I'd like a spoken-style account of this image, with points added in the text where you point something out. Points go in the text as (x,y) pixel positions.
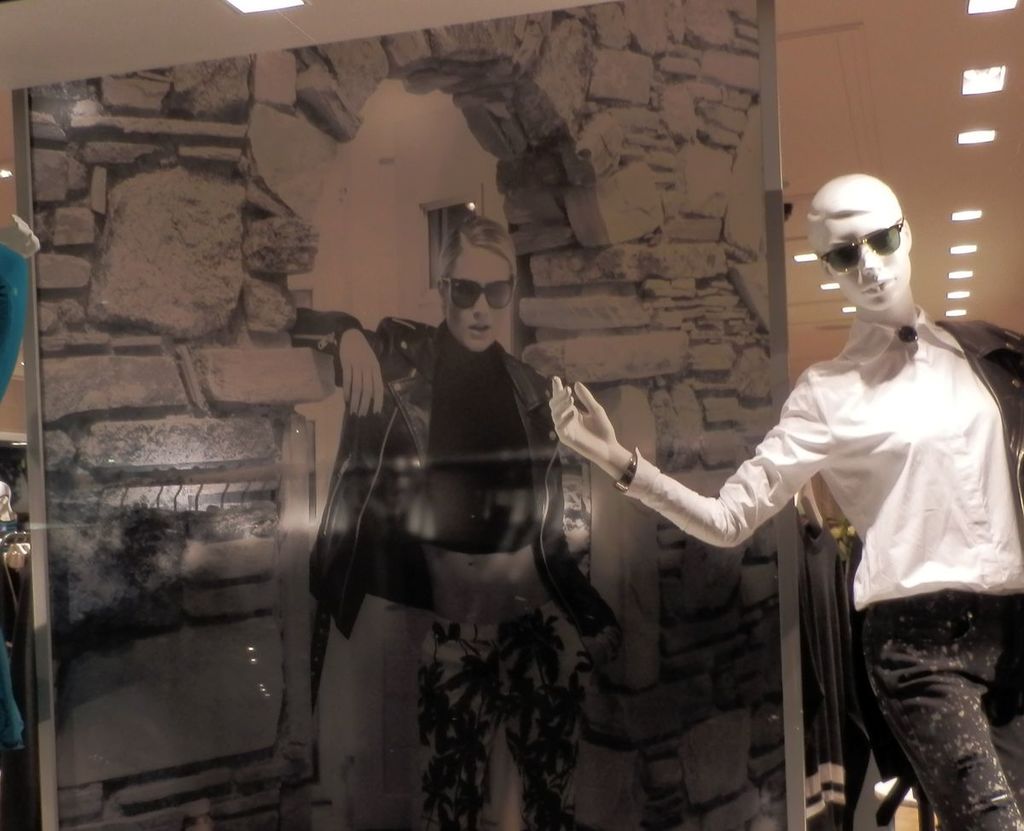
In the picture we can see a mannequin (991,534) in the show room (794,782) with white dress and behind it, we can see a painting (129,509) of a person image (535,782) standing and to the ceiling (832,131) we can see the lights (960,314).
